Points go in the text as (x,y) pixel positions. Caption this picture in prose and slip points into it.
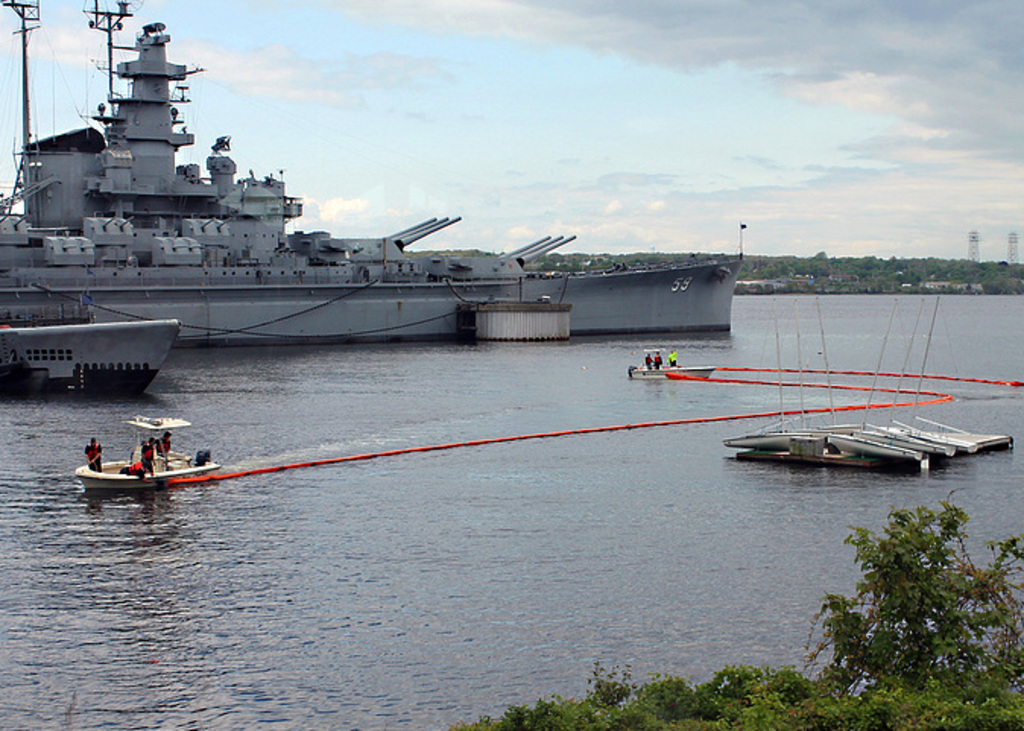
In the image there is a water surface (466,352), on the water surface (753,404) there are boats (786,443) and a huge ship (298,276), in the background (933,272) there are trees (993,265) and two towers (975,255).
